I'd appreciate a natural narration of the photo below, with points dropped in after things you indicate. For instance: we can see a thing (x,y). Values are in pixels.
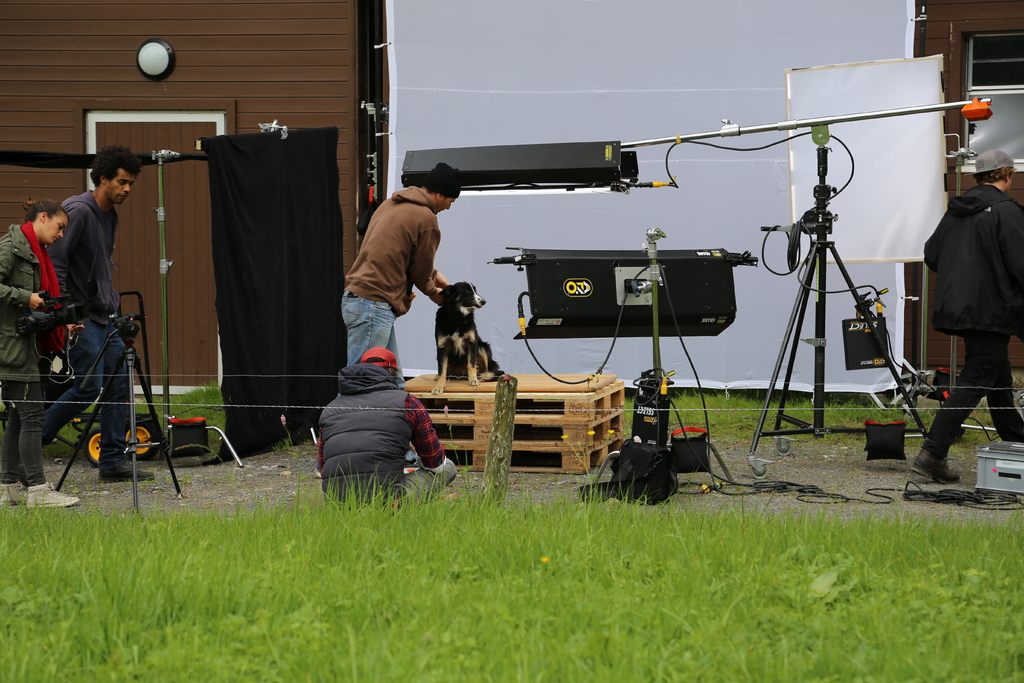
In this picture we can see five people (38,398) where three are walking and a person (390,421) sitting on the ground (252,480), grass (389,529), dog (440,314), cameras (72,322), tripod stand (818,274), bag (633,464), cloth (293,163) and in the background (184,129) we can see a door (196,171) and a window (987,74).
